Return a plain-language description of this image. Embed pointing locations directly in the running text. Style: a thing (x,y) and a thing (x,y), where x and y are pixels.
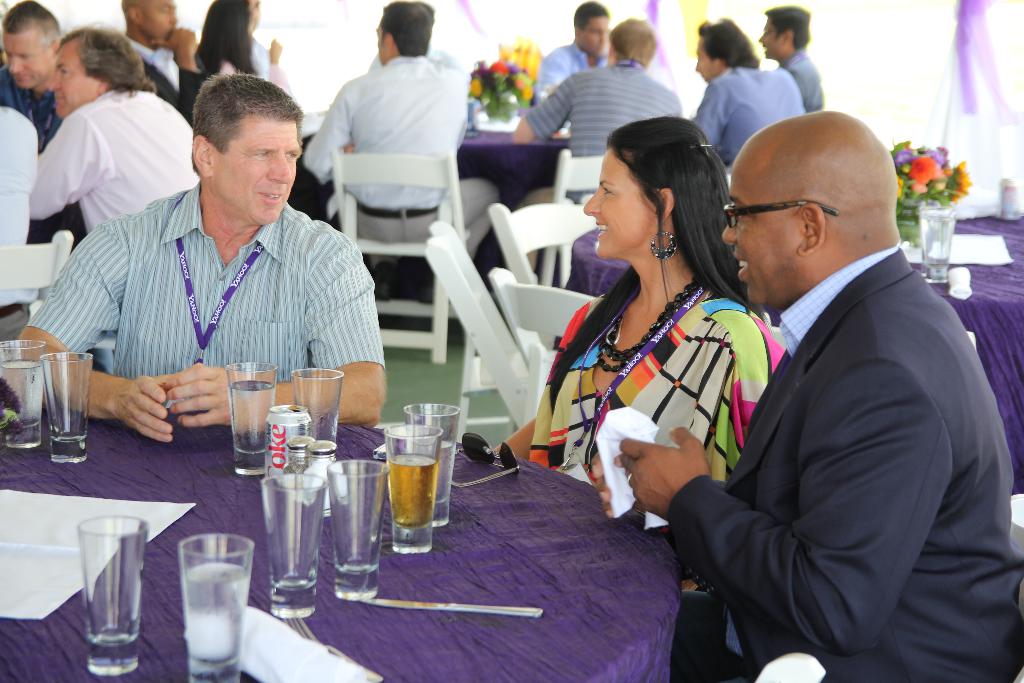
In this picture we can see few persons (719,451) sitting on chairs (3,276) in front of a table (176,606). There are flower vase (910,161) on the table (533,179) and we can also see coke tin (278,413) and drinking glasses (283,478) on the table (164,609). This is a floor carpet (419,379) in green colour. On the background (478,21) we can see it is decorated with a white (944,74) and a purple cloth (961,74).
